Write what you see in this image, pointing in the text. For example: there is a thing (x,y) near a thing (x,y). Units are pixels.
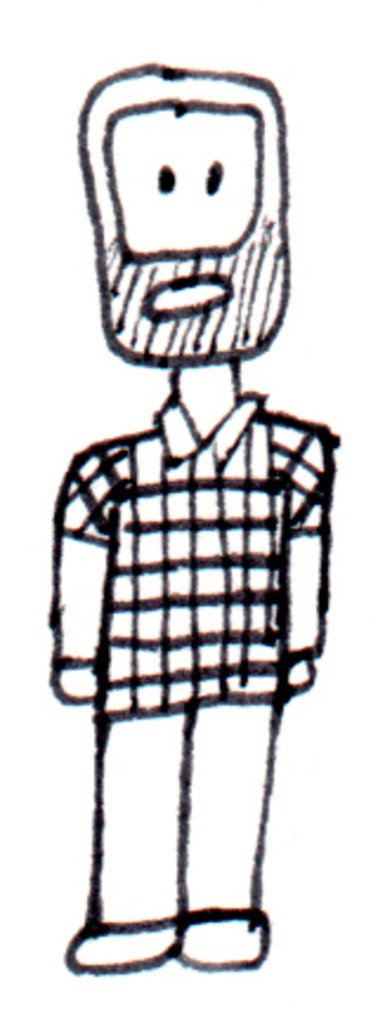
In the image we can see this is a drawing of a person (169,464).
